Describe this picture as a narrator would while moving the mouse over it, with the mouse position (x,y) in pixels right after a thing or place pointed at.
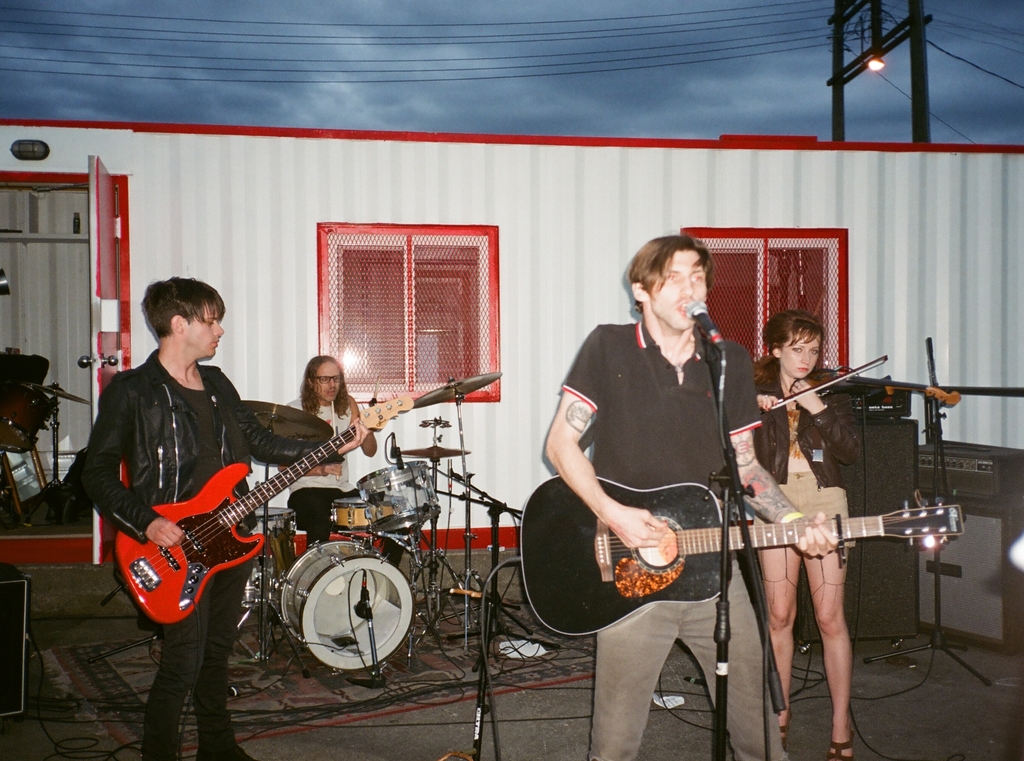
There are two persons (201,440) standing and playing guitar (198,546). There is a woman (819,428) standing and playing violin (814,388). This man (701,424) is singing a song using the mike (720,335). Here is the another person (367,451) sitting and playing the drums (437,498). This is a door (103,356) with a door handle (95,358). This looks like a metal container (810,190). At the top (925,83) this is a current pole (843,59).
